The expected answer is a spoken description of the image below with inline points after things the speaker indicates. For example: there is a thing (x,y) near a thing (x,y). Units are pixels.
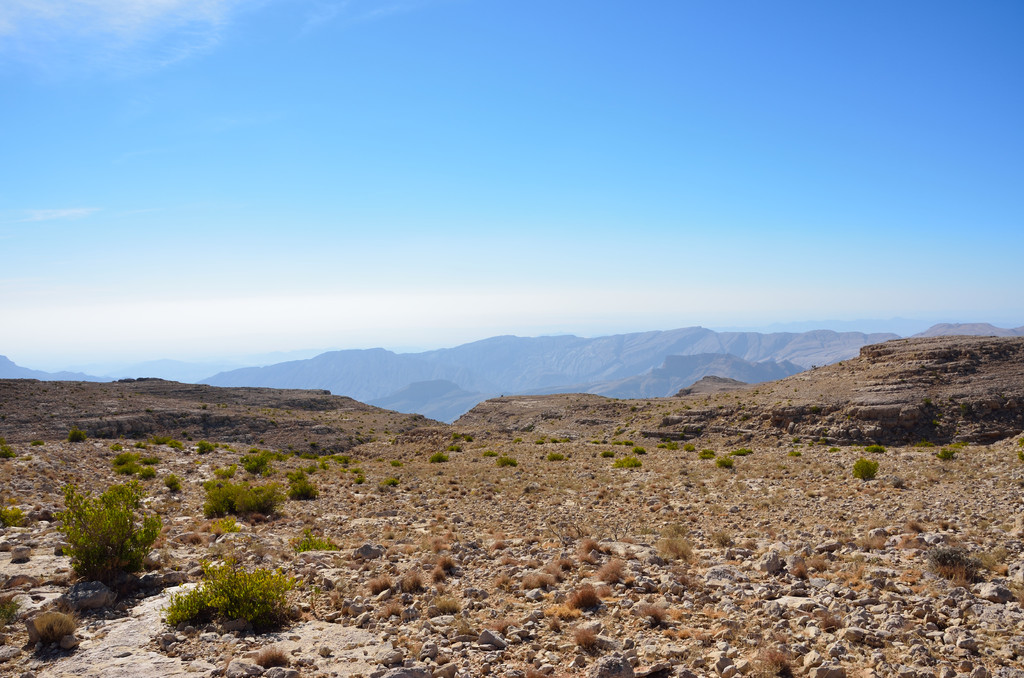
In this picture we can see plants (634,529), hills (641,397) and a sky (527,180).
